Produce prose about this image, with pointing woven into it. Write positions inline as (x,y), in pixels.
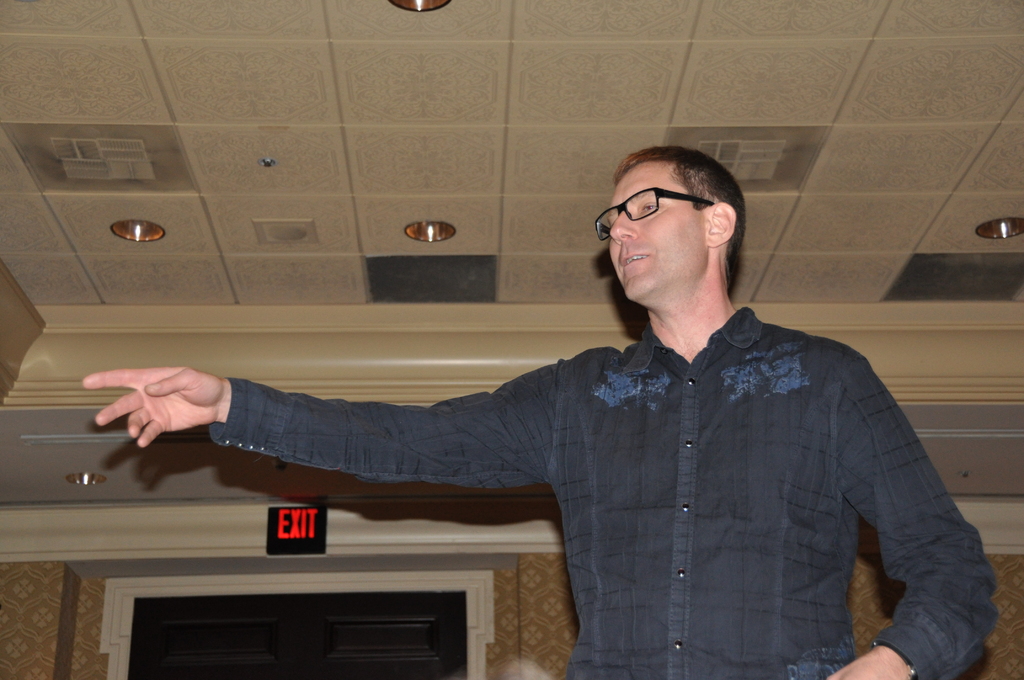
In this image there is a person (754,421) standing wearing shirt (761,444) and glasses (652,204), in the background (47,585) there is a wall (1021,566) for that wall (1007,563) there is an exit board (286,532), at the top (57,98) there is a ceiling (1008,254) and lights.
